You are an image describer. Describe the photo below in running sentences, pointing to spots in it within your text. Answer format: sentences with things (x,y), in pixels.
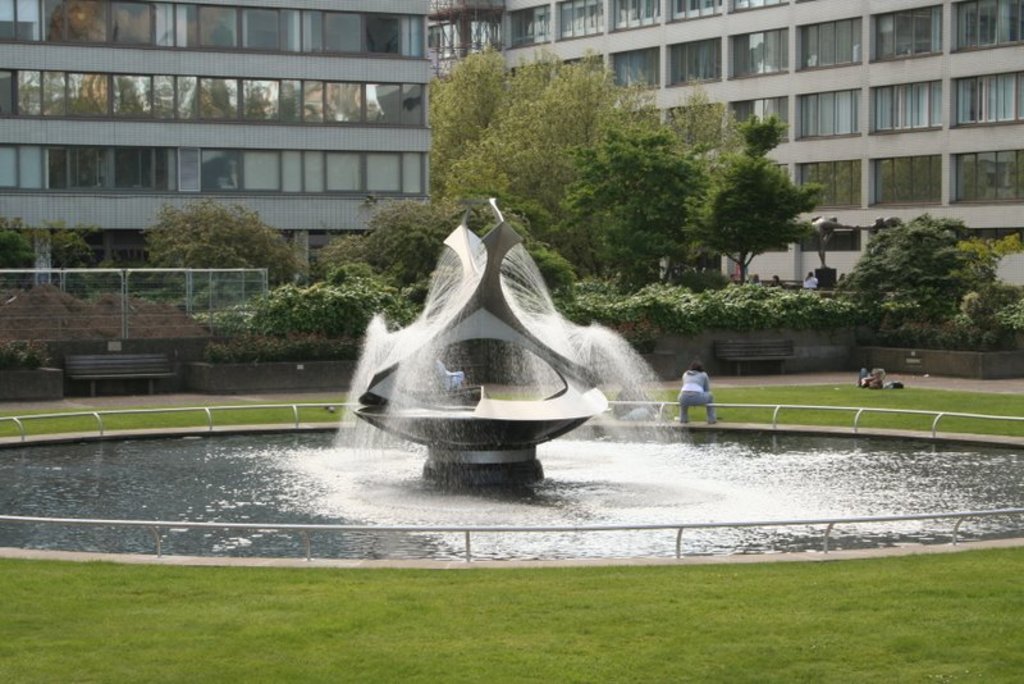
In this image I can see the fountain (361,398) and the water (466,499). To the side I can see the person (694,391) in-front of the railing (786,404). In the back (557,258) there are trees (570,267) and I can see the building (320,119). And there are many windows (260,43) to it.
